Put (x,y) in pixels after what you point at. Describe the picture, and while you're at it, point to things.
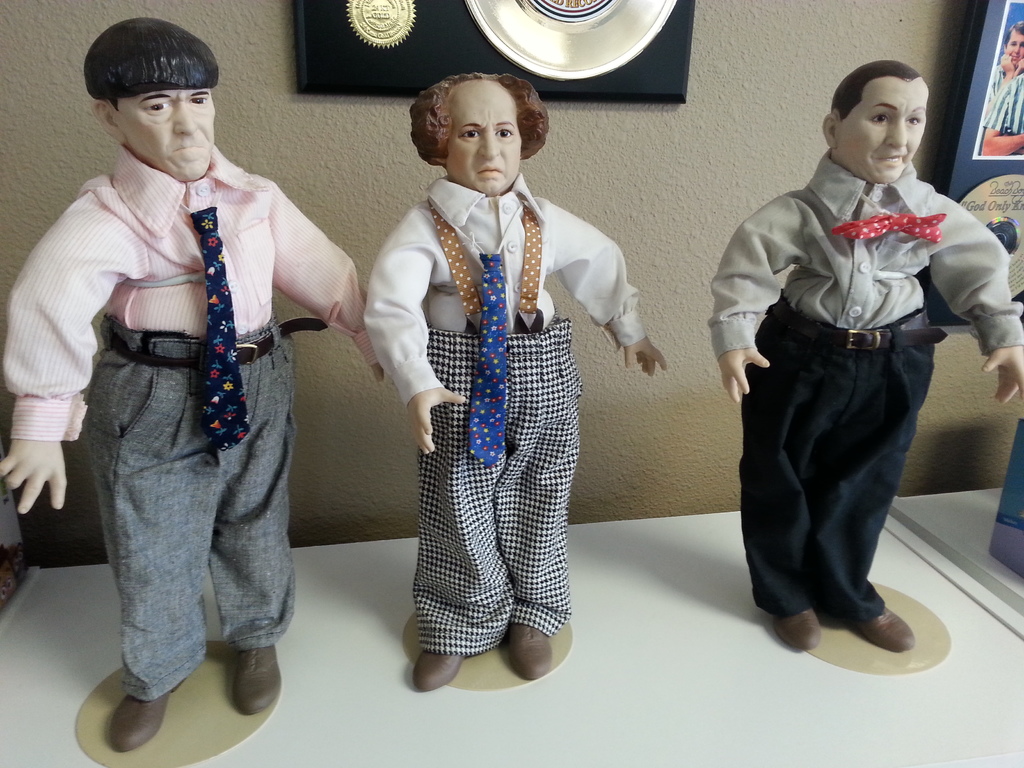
In this picture there are toys (545,255) on the table (739,520). At the back (349,46) there are frames (656,69) on the wall (673,214). There is an object (1011,529) on the table (961,545).
